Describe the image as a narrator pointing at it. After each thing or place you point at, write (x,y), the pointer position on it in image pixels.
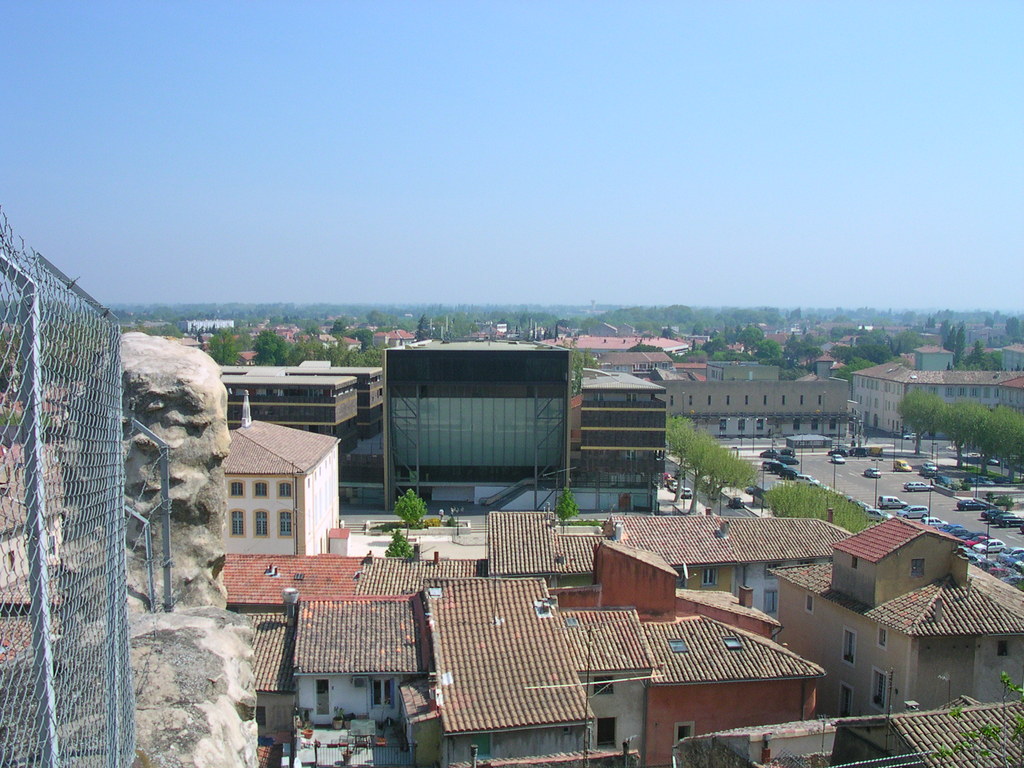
In this image, we can see buildings (731,395), trees (712,438), vehicles (917,483) on the road (810,456), a fence (62,461) and a stone (195,451) and some poles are present.
